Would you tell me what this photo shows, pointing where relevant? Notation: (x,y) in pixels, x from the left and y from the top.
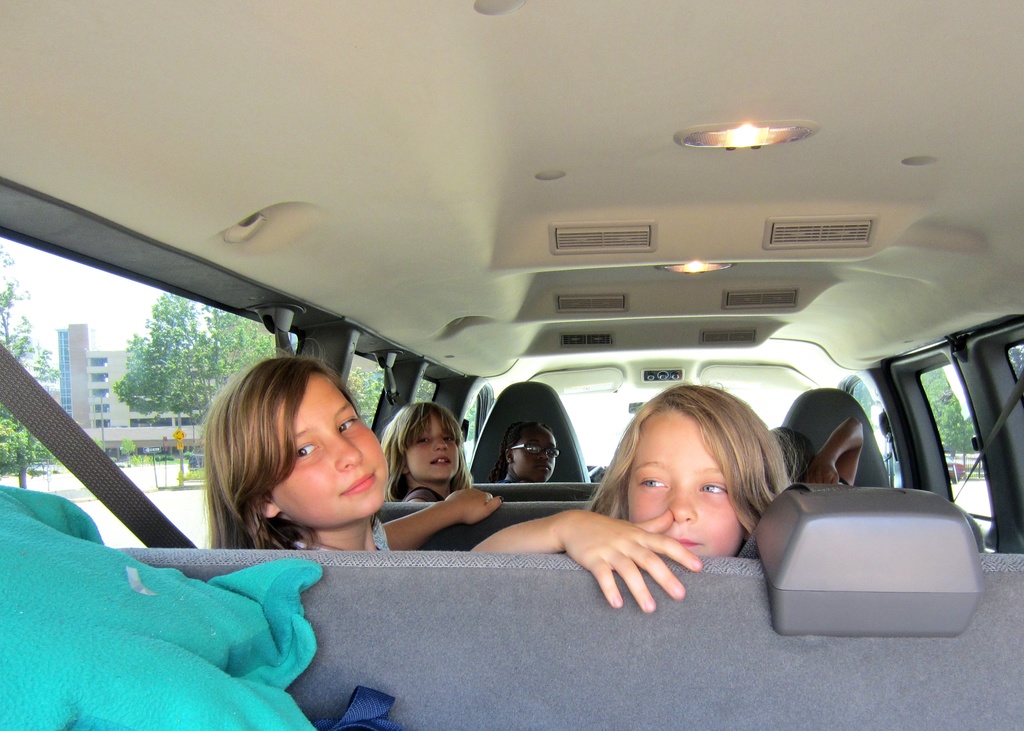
in this image i can see five people (688,514) sitting in a car (537,497). outside the car (494,330) there is a tree (196,373) at the left (195,372). behind the tree (181,359) there is a building (86,387).
